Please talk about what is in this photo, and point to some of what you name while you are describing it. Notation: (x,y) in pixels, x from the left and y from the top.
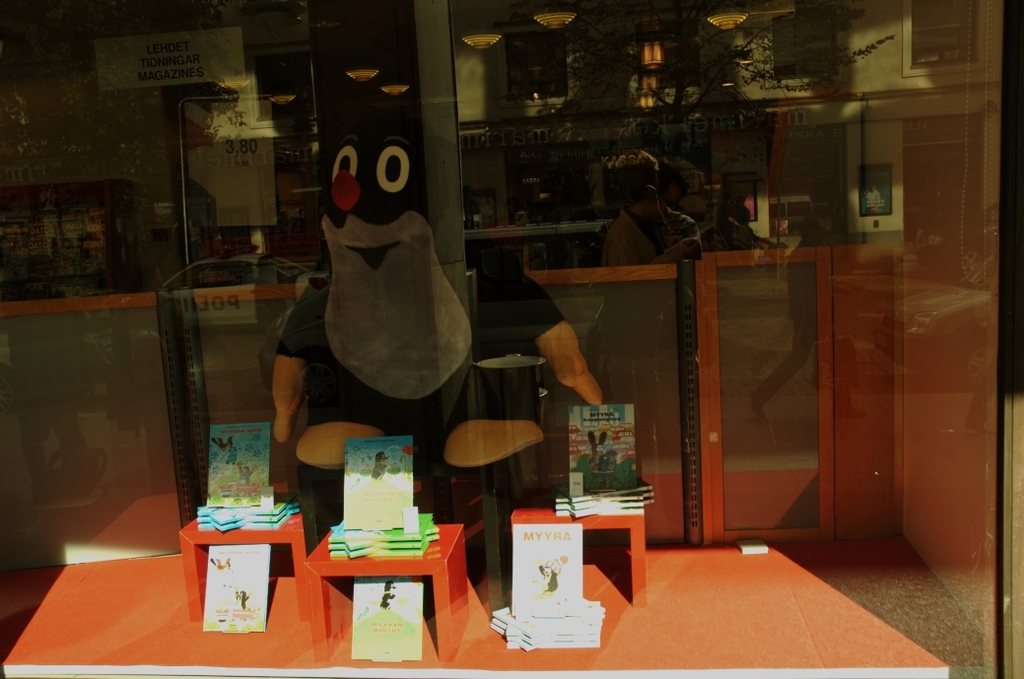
In the center of the image (388,380) there is a toy (371,256). At the bottom (414,539) there is a table (449,621) and some books (541,583) placed on the table (435,573). We can see people's reflections (628,231) on the glass (140,320).
